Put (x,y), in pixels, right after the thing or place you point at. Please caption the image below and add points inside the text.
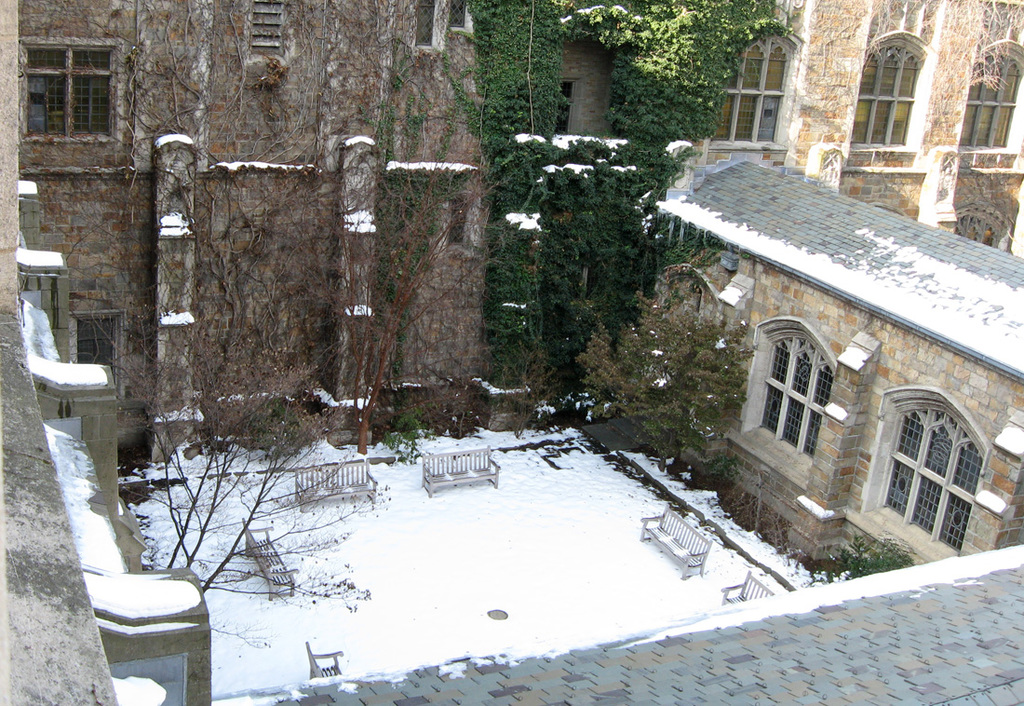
This is the building (936,491) with windows (907,103). These are the benches (267,551). I can see the trees (702,406). This looks like a snow (546,524). I can see the roof (770,236), which is partially covered with the snow (882,285).
